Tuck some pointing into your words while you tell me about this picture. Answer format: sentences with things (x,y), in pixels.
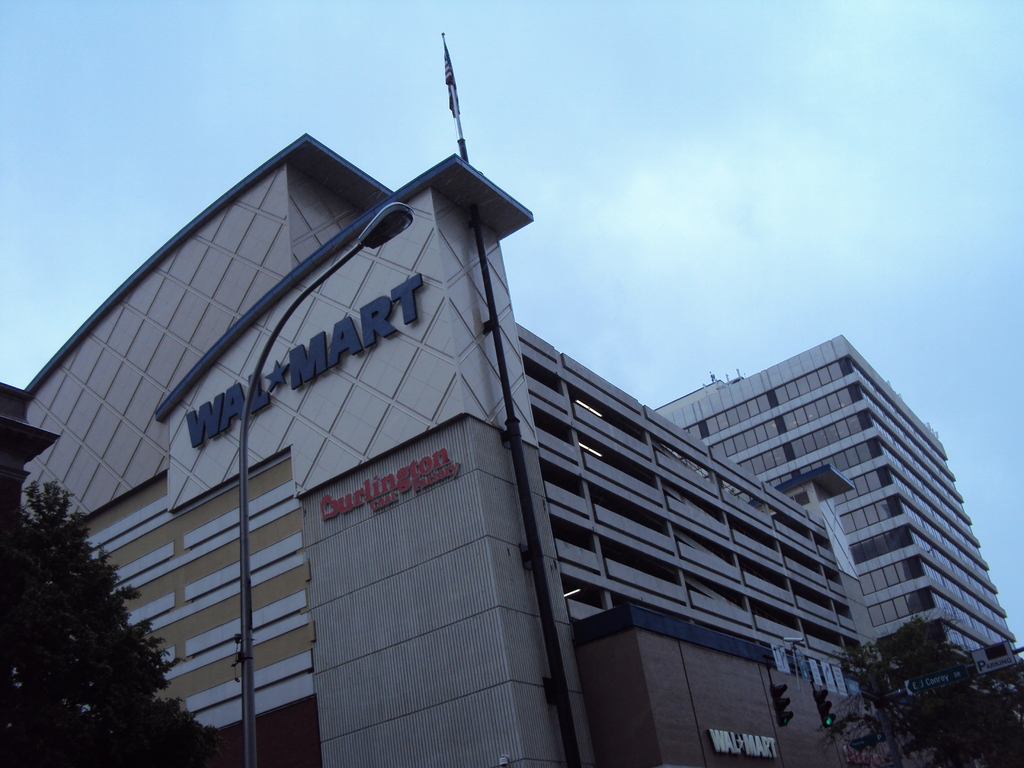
This picture shows a building (801,471) and we see couple of trees (167,740) and a blue cloudy Sky (773,185) and we see a pole light (318,281) and a flag (452,99) on the building (443,172) and we see couple of traffic signal lights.
